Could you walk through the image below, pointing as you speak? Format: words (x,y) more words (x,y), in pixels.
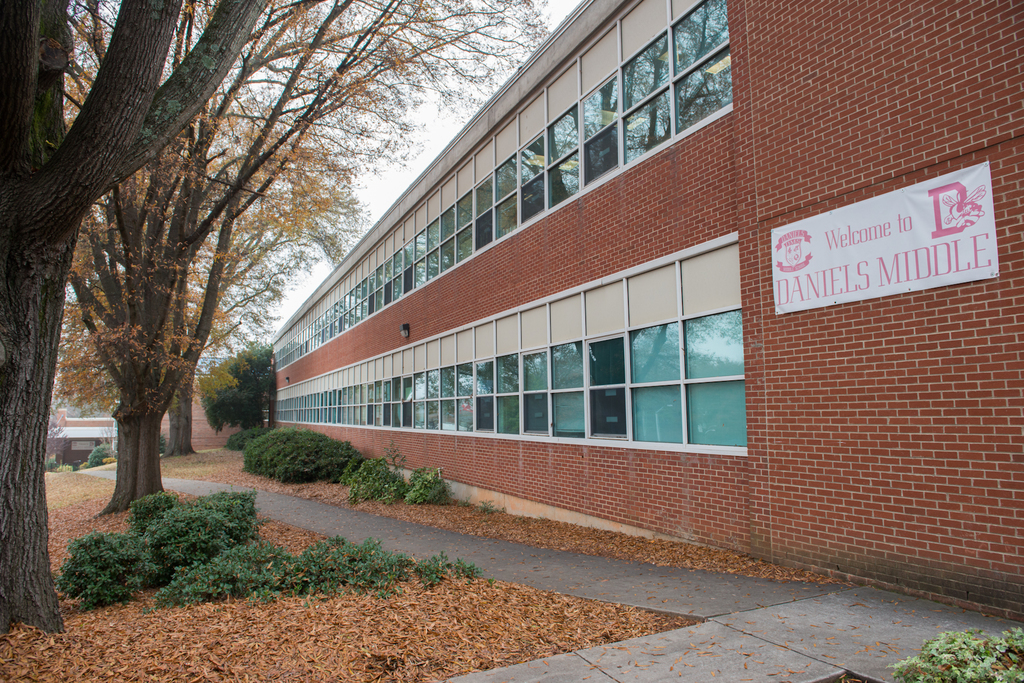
In this picture we can see dried leaves (298,651), plants (101,594) on the ground (366,641) and in the background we can see a building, shed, trees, sky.
